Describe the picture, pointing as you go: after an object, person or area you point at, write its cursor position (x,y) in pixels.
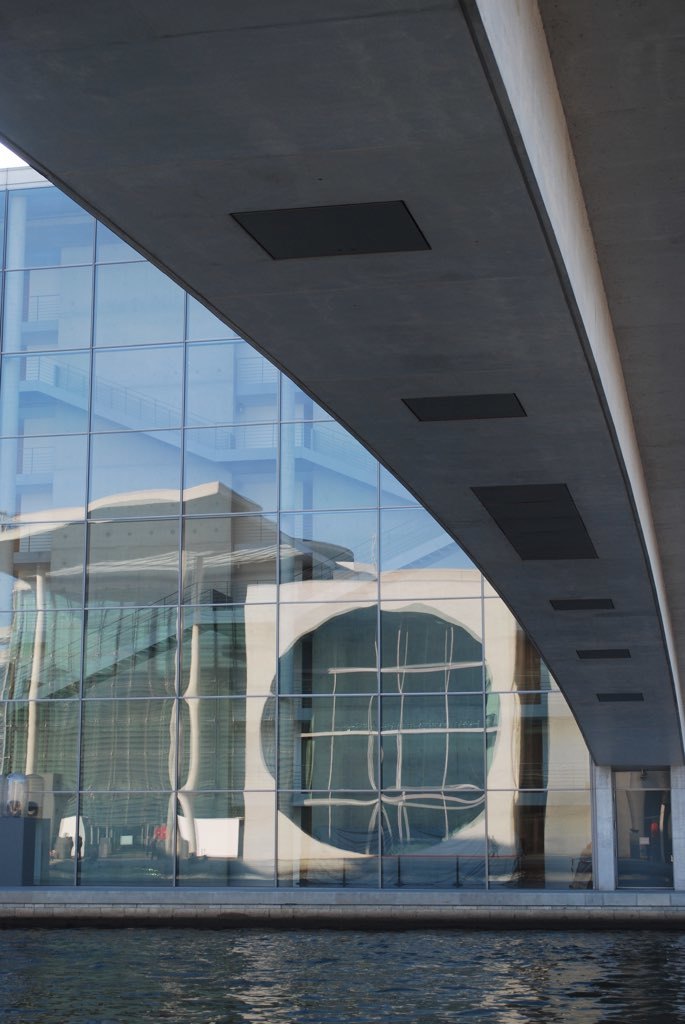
In the image we can see a building (213,489) made up of glass (206,559) and here we can see water (357,979).
